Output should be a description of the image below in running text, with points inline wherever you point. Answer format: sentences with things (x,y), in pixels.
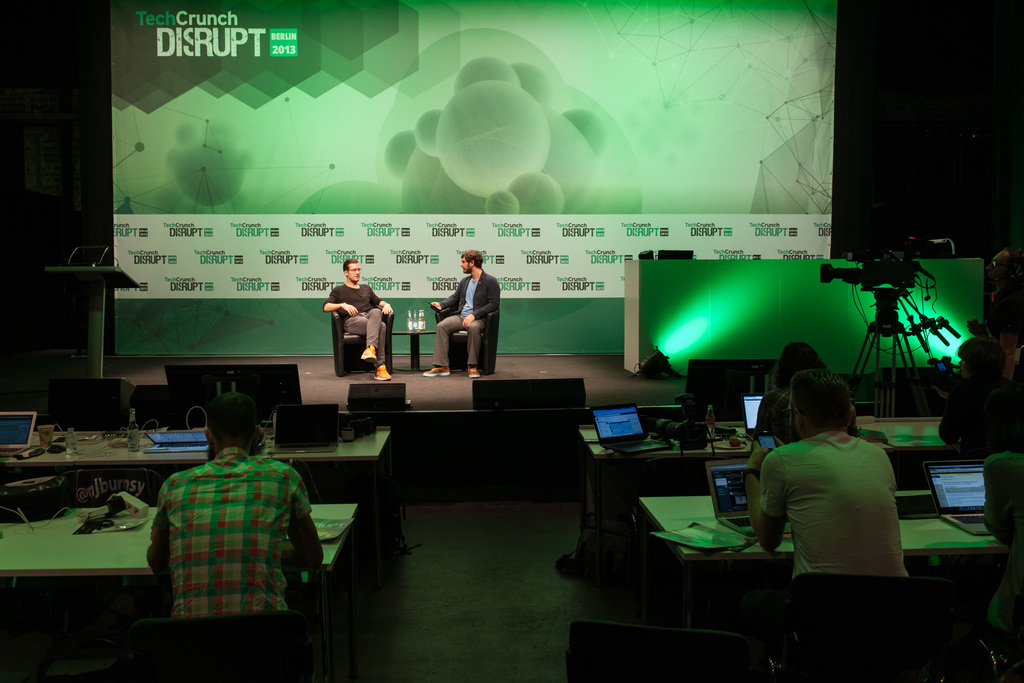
In this picture we can see some people (806,435) are sitting on chairs (49,498) in front of desks (67,532), there are some laptops (947,504), bottles (134,422), wires (105,438) and some papers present on these desks (360,444), in the background (442,365) there are two persons (436,347) sitting on chairs (438,313) in front of a table (424,333), there are bottles (423,316) present on the table (415,342), on the left side (103,302) there is a podium (100,289), on the right side (906,334) we can see a camera (872,288), we can also see a hoarding (573,140) in the background (626,135), there is some text (270,51) present on the hoarding (278,232).
